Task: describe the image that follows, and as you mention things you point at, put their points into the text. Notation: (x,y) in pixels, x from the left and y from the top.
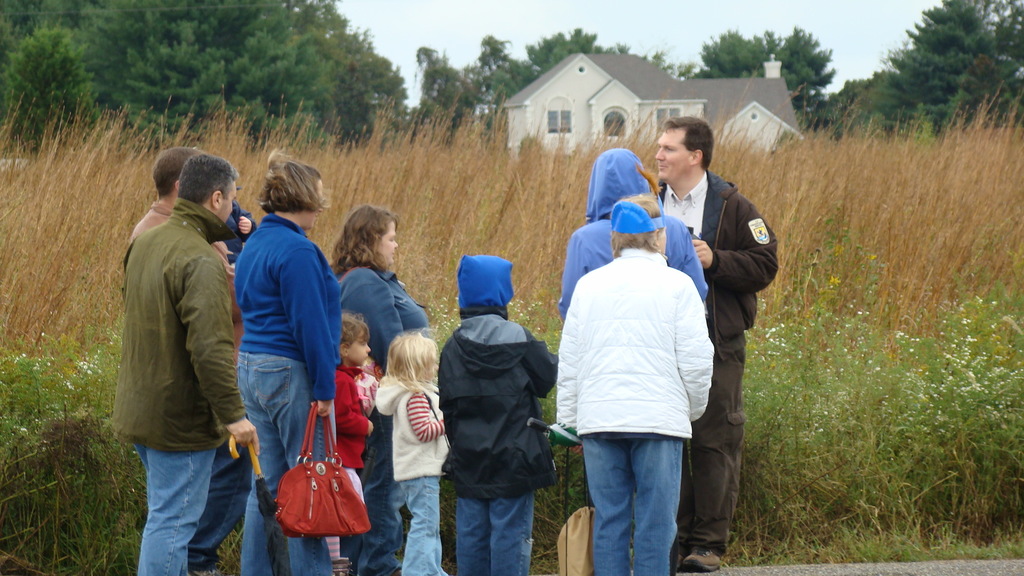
In this image I can see the group of people (320,408) with different color dresses (502,372). I can see few people (483,506) are wearing the caps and one person (193,537) holding an umbrella (255,468). In the background (770,420) I can see the plants (773,414), grass (556,235), house (656,105) and many trees (452,105). I can also see the sky (714,18) in the back (600,32). I can see the white color flowers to the plants (806,362).
